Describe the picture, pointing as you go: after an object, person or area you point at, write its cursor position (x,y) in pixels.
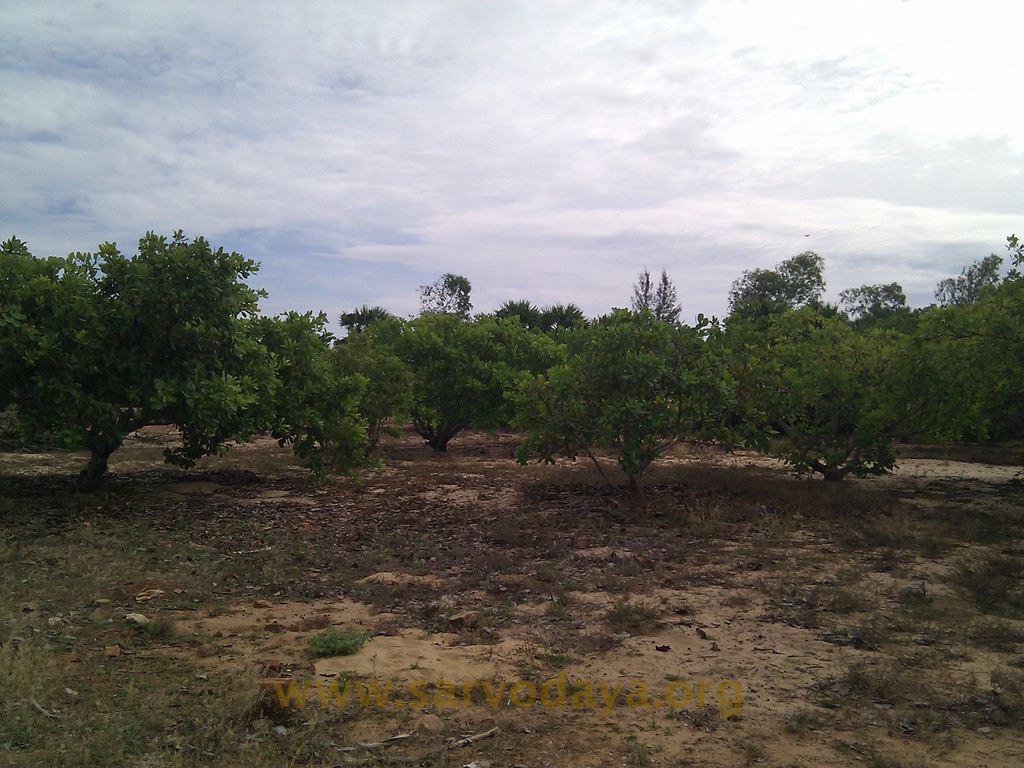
In this image, we can see trees (499,365). At the bottom (527,640), there is ground (705,673) and at the top (373,102), there are clouds (585,138) in the sky (612,151).
